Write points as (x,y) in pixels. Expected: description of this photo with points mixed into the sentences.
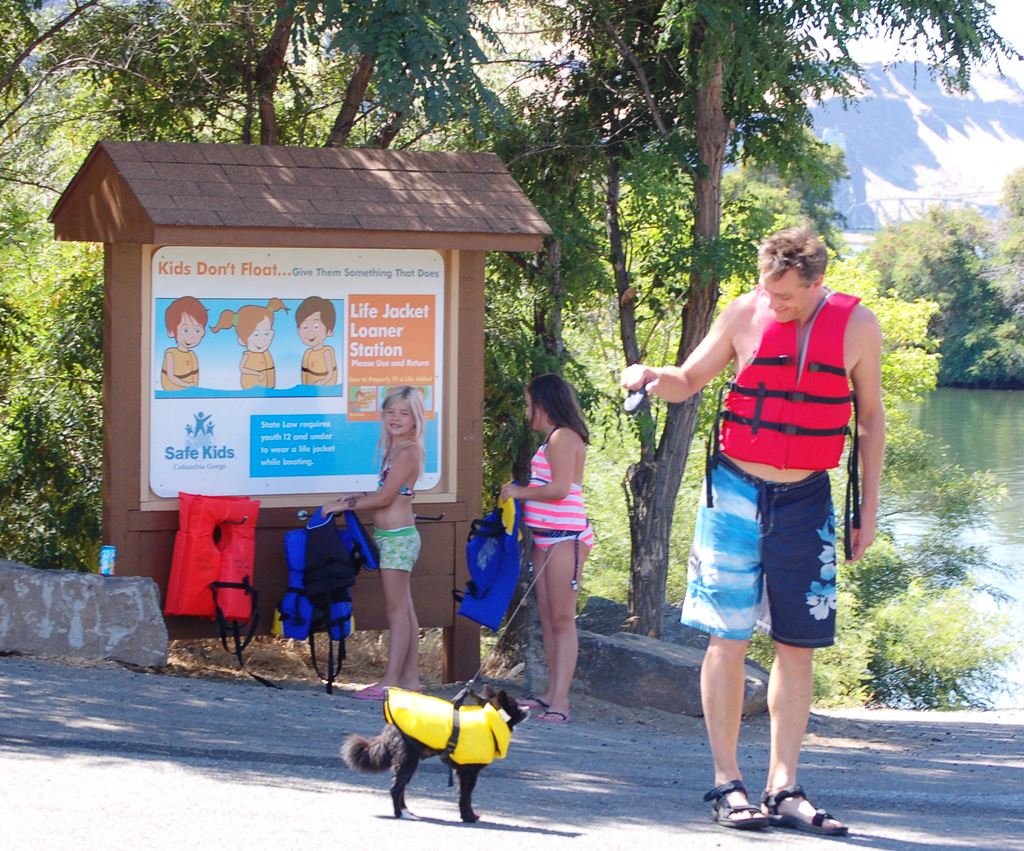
In this picture there is a person (835,463) standing and holding the object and there are two persons (403,467) standing and holding the jackets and there is a jacket (180,590) on the wall (173,620) and there is a poster (176,470) on the wall (125,465) and there is a text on the poster (406,290). There is an animal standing in the foreground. At the back (604,234) there are mountains (937,201) and trees (861,28). At the top (878,23) there is sky (802,34). At the bottom (620,790) there is a road (757,751) and there is water (983,599).
